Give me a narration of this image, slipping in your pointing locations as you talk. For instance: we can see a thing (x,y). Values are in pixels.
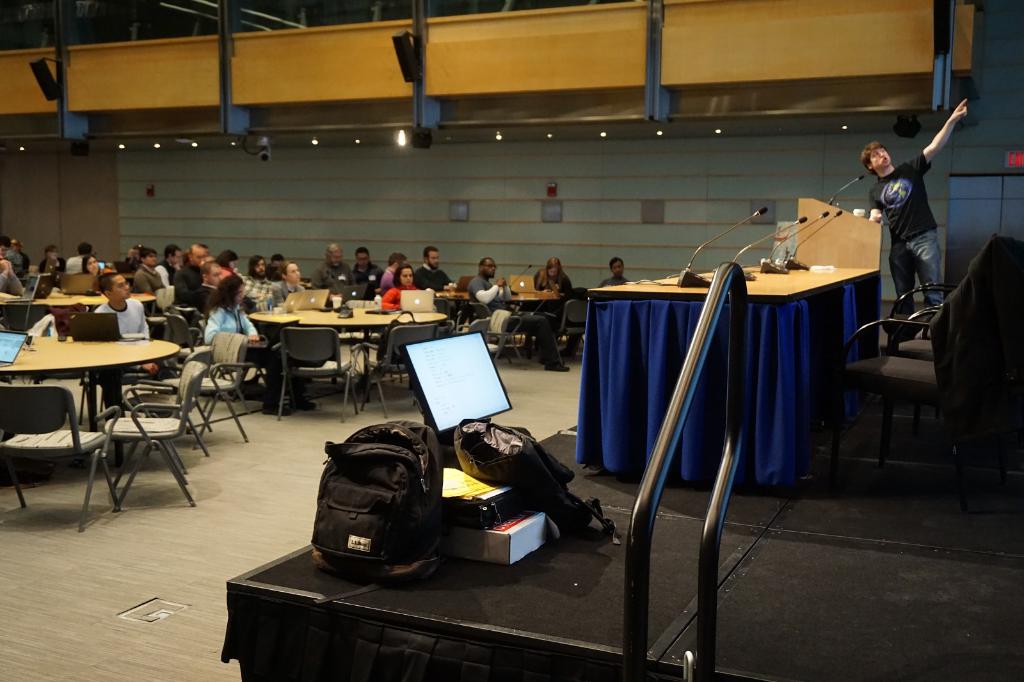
Here we can see a group of people (230,300) sitting on chairs (476,317) having laptops (301,299) in front of them on the table (332,326) present in front of them at the right side (893,199) there is a man (896,245) speaking in the microphone (832,200) on the speech desk (818,213) present in front of him and beside him we can see a table (638,296) having microphones (756,211) and chairs (924,355) in front of that at the center (515,442) we can see a backpack (330,468).
